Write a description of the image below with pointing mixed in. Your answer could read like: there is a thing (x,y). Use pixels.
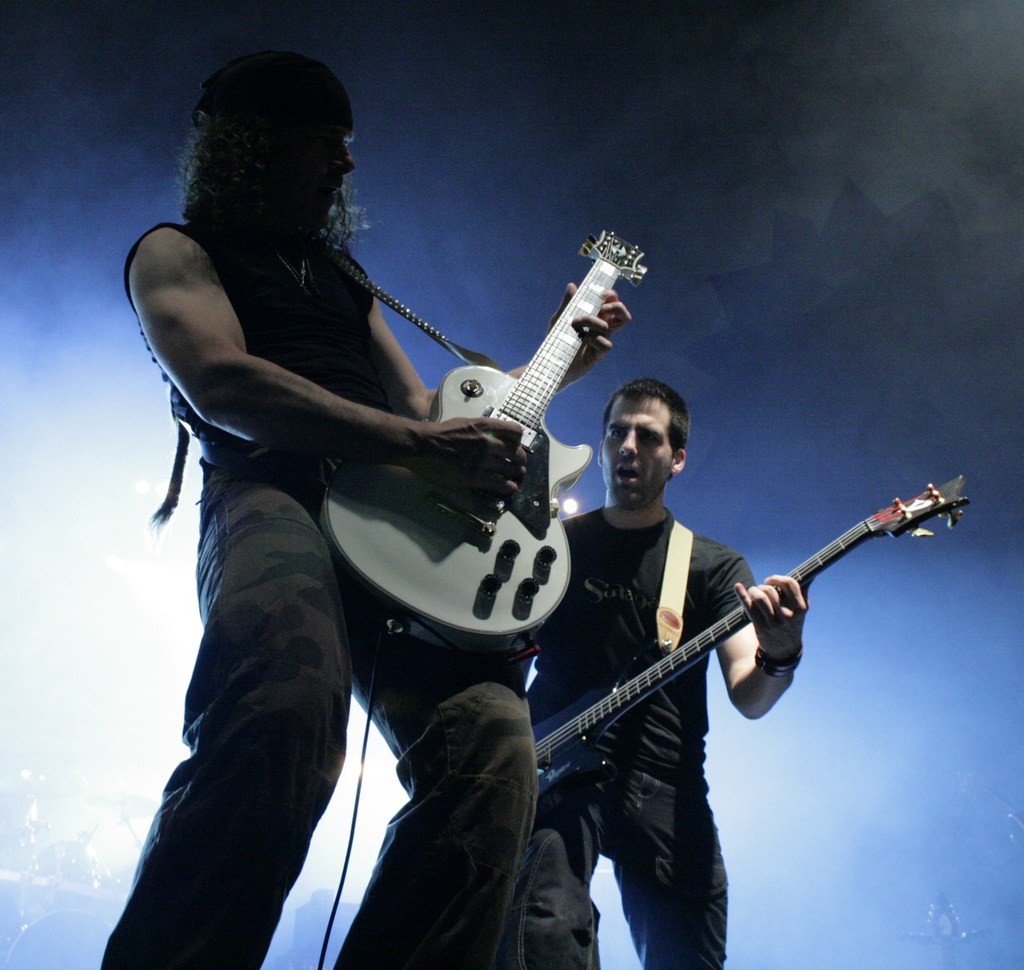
In this picture we can see two persons (700,575) standing and playing guitar (653,668) and in background (123,542) we can see light (140,644) and it is dark.
